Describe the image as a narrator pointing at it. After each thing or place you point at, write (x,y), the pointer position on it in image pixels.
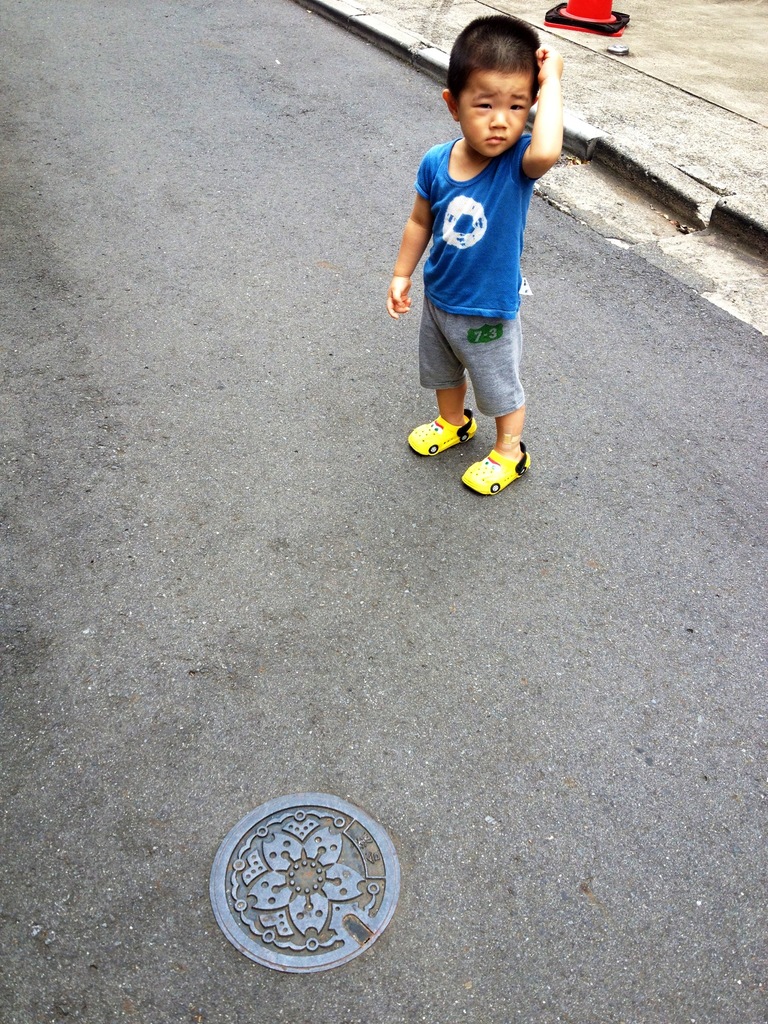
In this image, we can see a kid (480,343) is standing on the road (450,575). Top of the image (654,98), we can see a walkway (687,88) and red object (567,7). At the bottom (314,898), we can see a manhole (281,902).
